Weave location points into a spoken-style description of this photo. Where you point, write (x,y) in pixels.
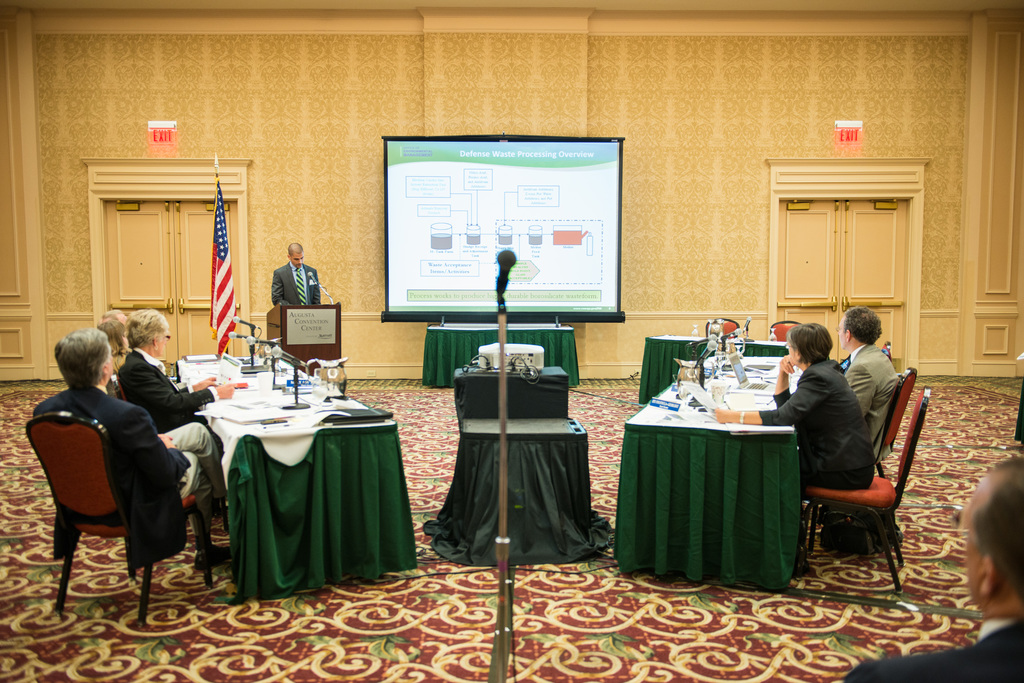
There some people (146,391) sitting in front of the tables (702,499) in their chairs (806,493). On the tables (285,394) there is a mic (303,364), papers (241,409) and some accessories (288,379) were placed along with a laptop (740,370). In the background (291,277) there is a man (296,297) standing near the podium (298,329) and talking. Beside him there is a national flag (219,260). We can observe a projector display screen (499,224) on a table (470,343) and a wall (294,140) in the background (666,159).
